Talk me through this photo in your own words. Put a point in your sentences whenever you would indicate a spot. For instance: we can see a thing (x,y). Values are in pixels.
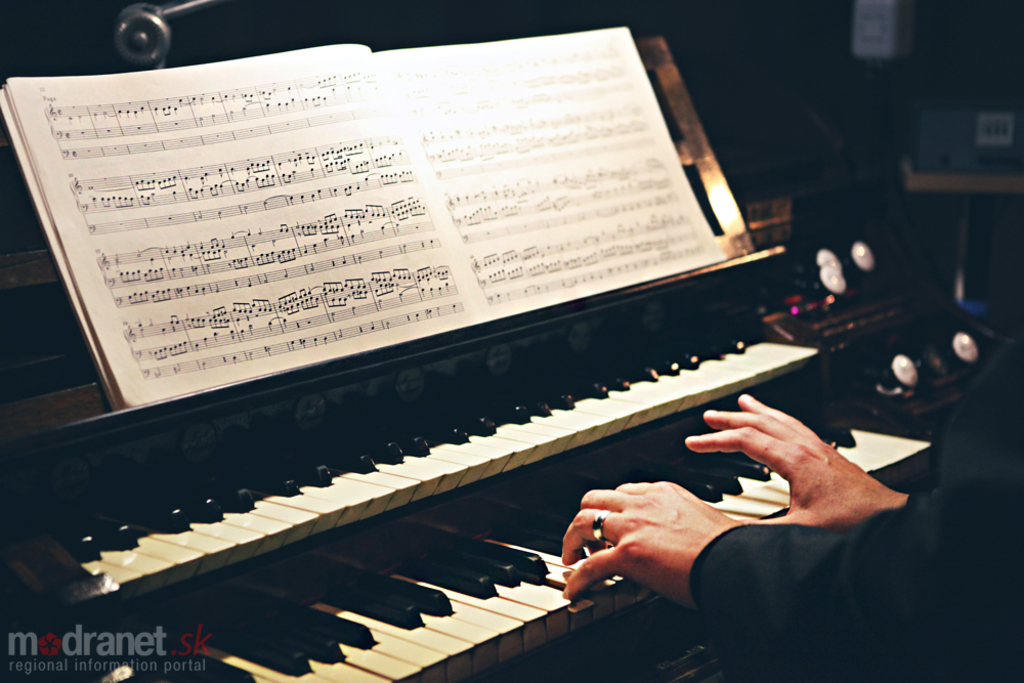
This person (1011,574) playing piano keyboard (545,623). We can see book (400,250) on the piano (435,430).
